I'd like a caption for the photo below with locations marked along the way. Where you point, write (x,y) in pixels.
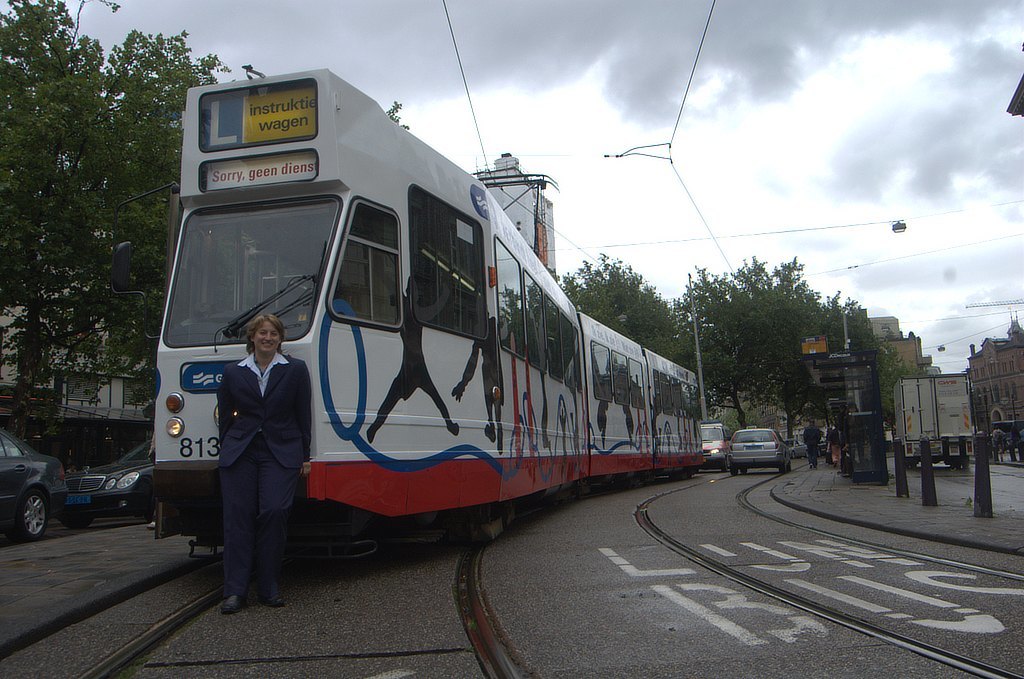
In this image i can see a train (334,349), in front of the train (322,346) I can see a woman (233,574) standing on the ground (353,599) and at the top (518,22) I can see the sky (847,45) and power line cables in the middle (595,316) I can see trees (781,327) and on the right side (904,400) I can see vehicles (908,423) and persons (809,453) and poles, on the left side (59,240) I can see a person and trees (36,198).
